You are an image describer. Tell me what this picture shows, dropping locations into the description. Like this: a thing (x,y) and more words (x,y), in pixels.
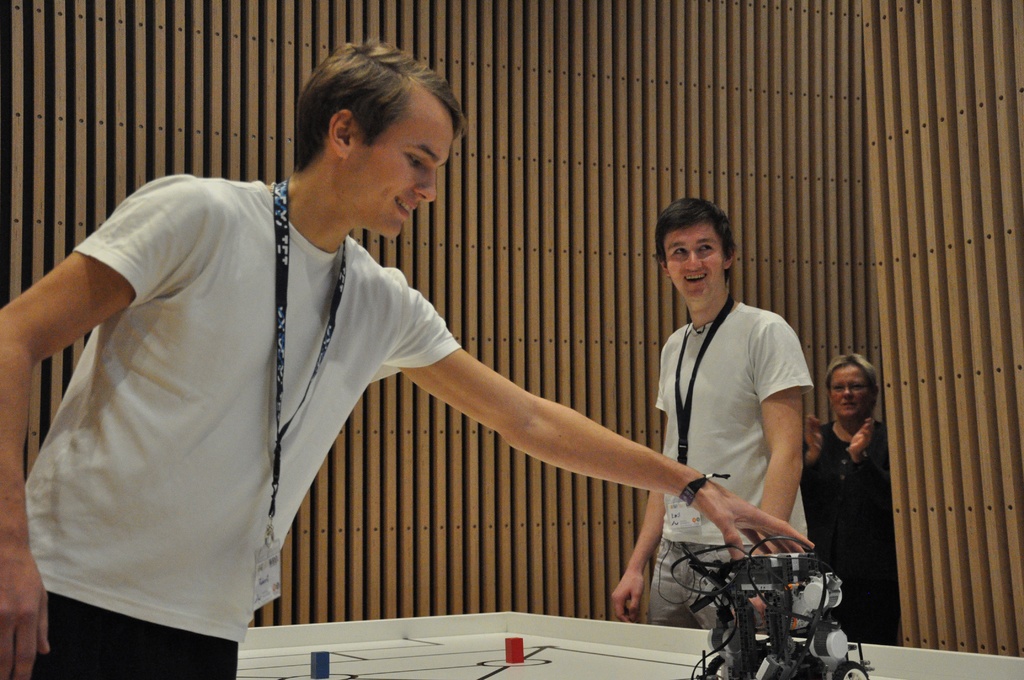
There are total three people (656,491) in the image, the first person (523,392) is operating some gadget (833,647) that is kept on a table (357,653), he is wearing white shirt (208,446) and an identity card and the second person (732,392) is smiling by looking at something, behind him there is a woman (875,497) and she is clapping. In the background (644,165) there is a wooden wall (497,108).
